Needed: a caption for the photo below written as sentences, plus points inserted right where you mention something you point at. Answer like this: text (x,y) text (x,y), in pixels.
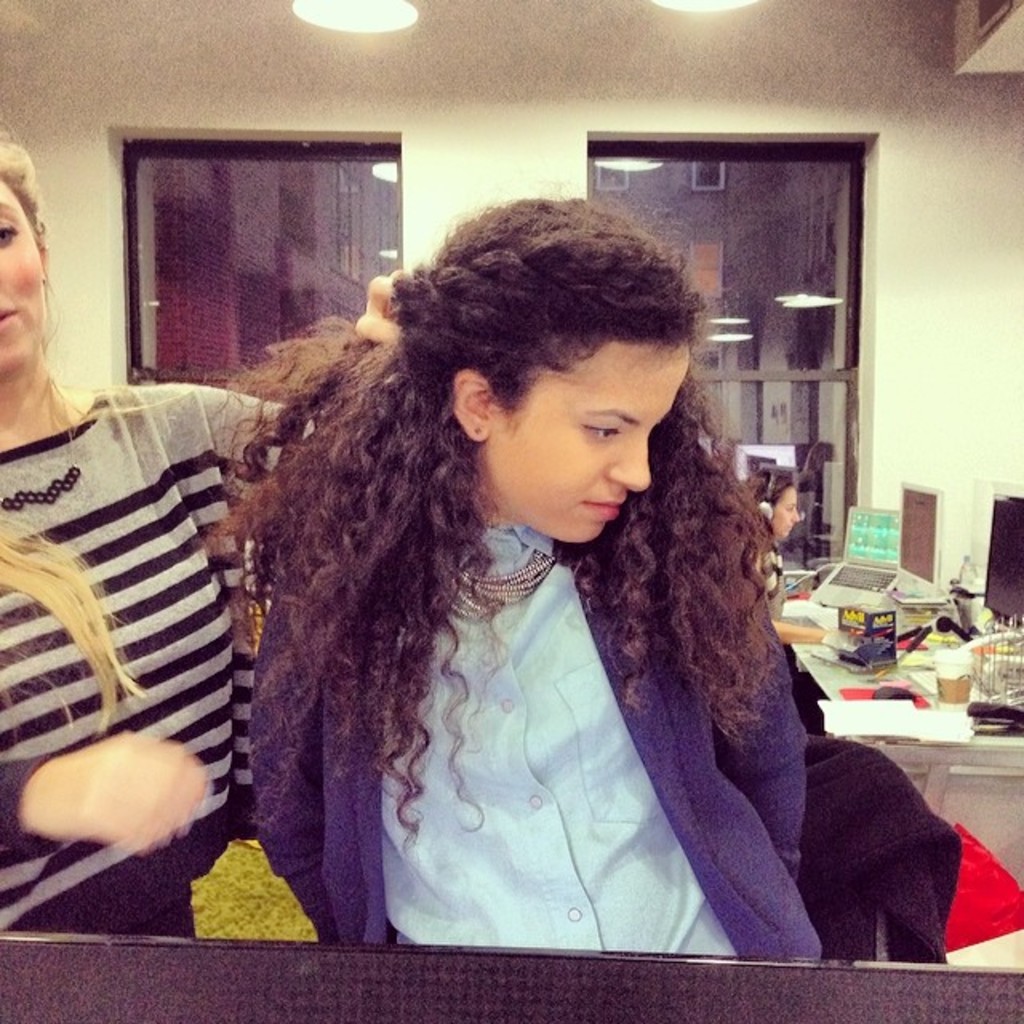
In this image we can see there are people (380,635). There are monitors (1002,584) and objects (887,621) on the table (891,684). There are lights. There is a wall (122,151).
